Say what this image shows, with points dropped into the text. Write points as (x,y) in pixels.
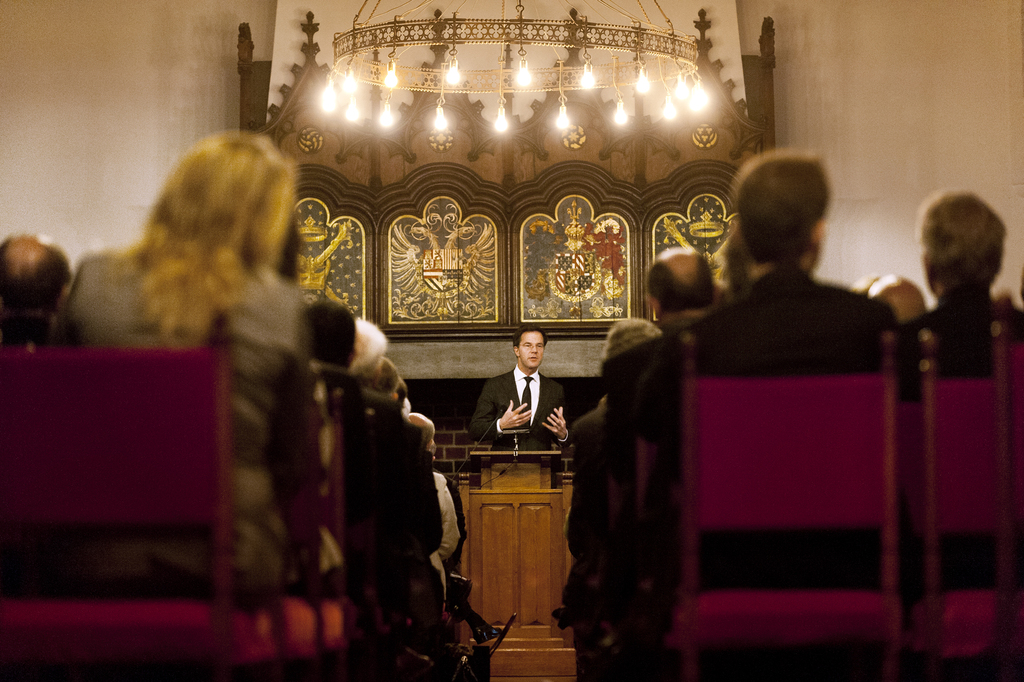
In this picture there are group of people (393,407) sitting on the chairs (760,522). There is a man (560,411) standing and talking and there are microphones (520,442) on the podium (518,513). At the back (526,279) there are pictures (421,290) on the wall (395,0). At the top (658,41) there are lights (641,41).
